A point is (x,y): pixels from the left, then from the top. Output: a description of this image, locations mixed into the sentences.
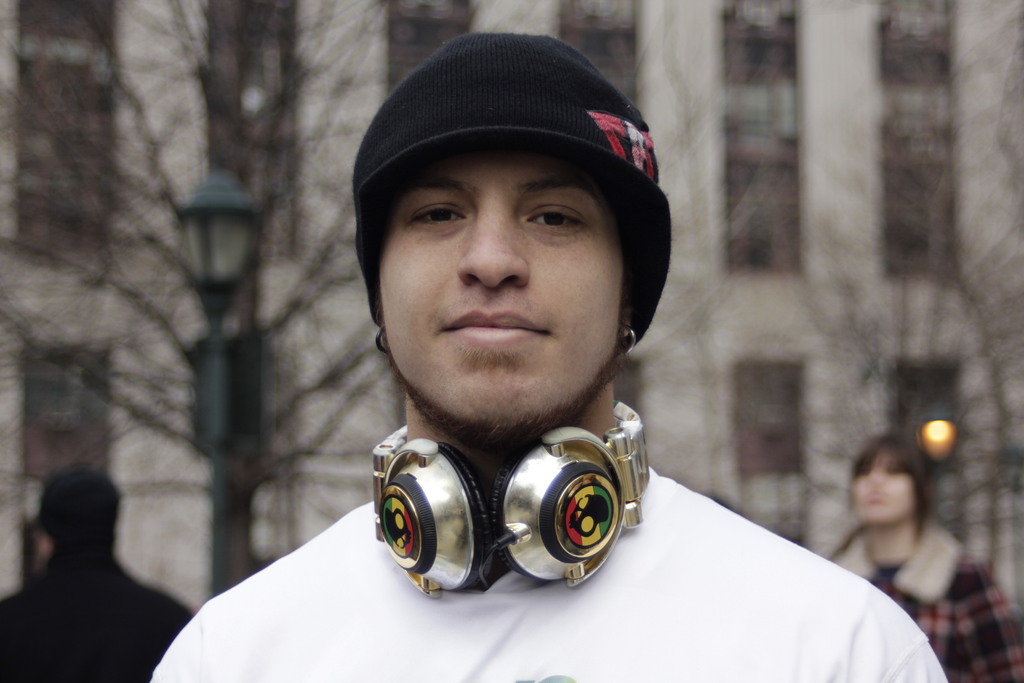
In the center of the image (534,365) we can see a man (687,636) is wearing T-shirt (670,555), headset (568,458), cap (582,139). In the background of the image (127,17) we can see a building (1004,238), windows (906,393), pole (216,456), dry trees (285,378), lights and two people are standing.
